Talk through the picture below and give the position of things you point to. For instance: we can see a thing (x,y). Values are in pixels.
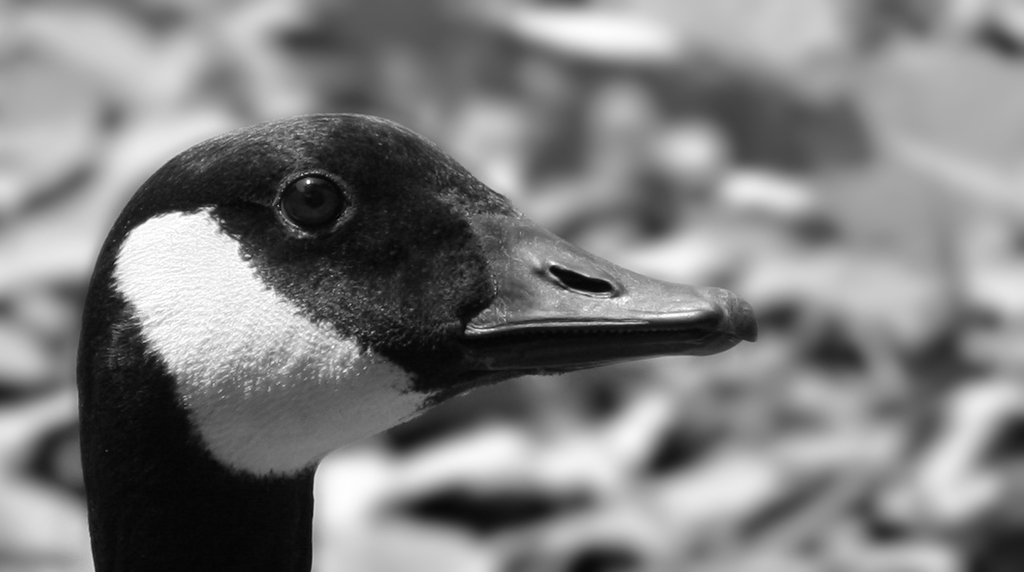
It is a black and white picture. In the front of the image (323,176) I can see a bird face (308,282). In the background of the image (665,236) it is blurry.
